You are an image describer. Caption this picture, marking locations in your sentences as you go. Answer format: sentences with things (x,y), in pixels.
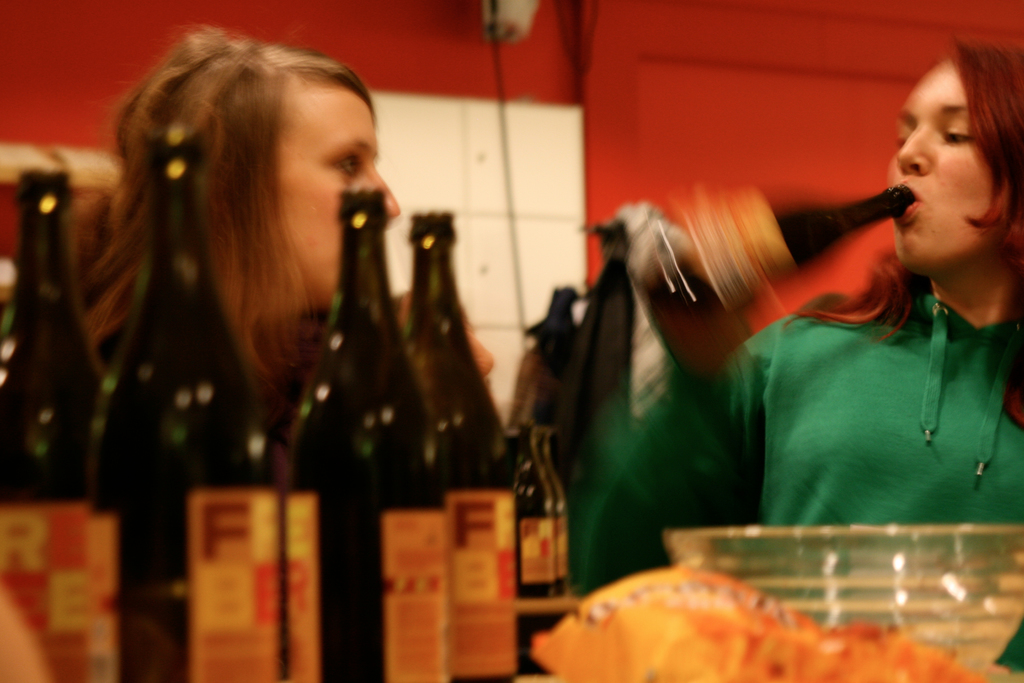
We can see two persons (386,194). This person (952,110) holding bottle (751,210). We can see bottles (264,462) and bowl (995,644). On the background (753,58) we can see wall (728,111).
